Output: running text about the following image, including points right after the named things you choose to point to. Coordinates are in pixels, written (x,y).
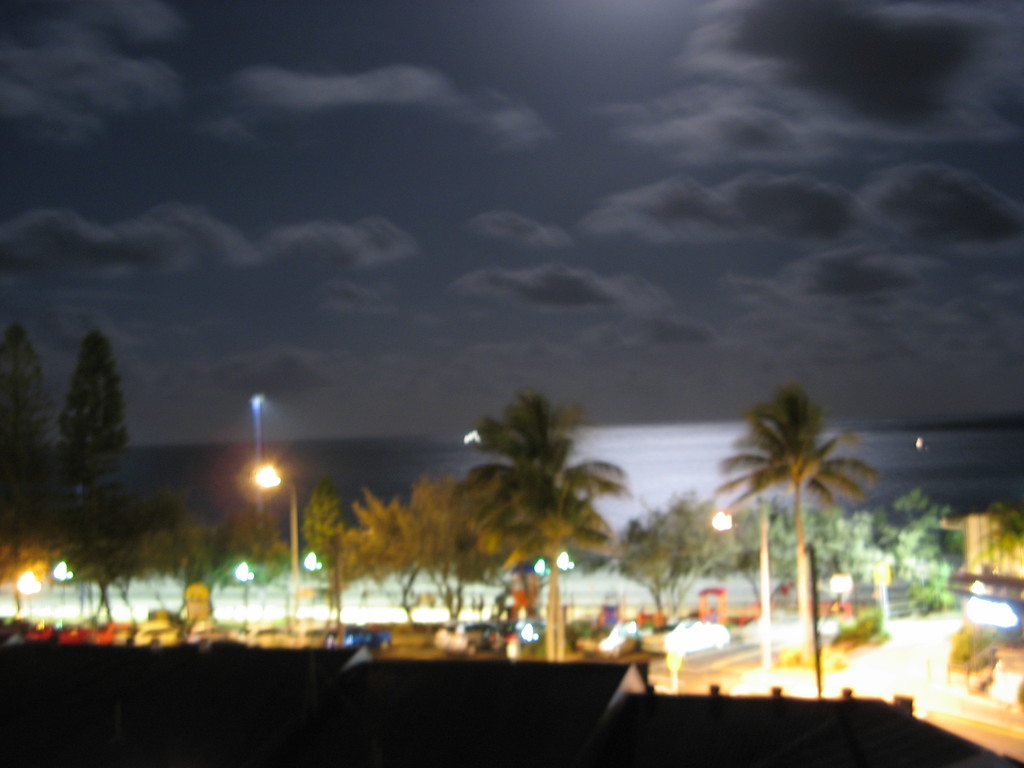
In this image, we can see trees (789,468), lights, poles (767,537), some vehicles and some other objects (830,605) and there is a building (973,535). At the top (478,240), there are clouds (600,271) in the sky (695,356) and at the bottom (314,699), there is a roof (310,697).
